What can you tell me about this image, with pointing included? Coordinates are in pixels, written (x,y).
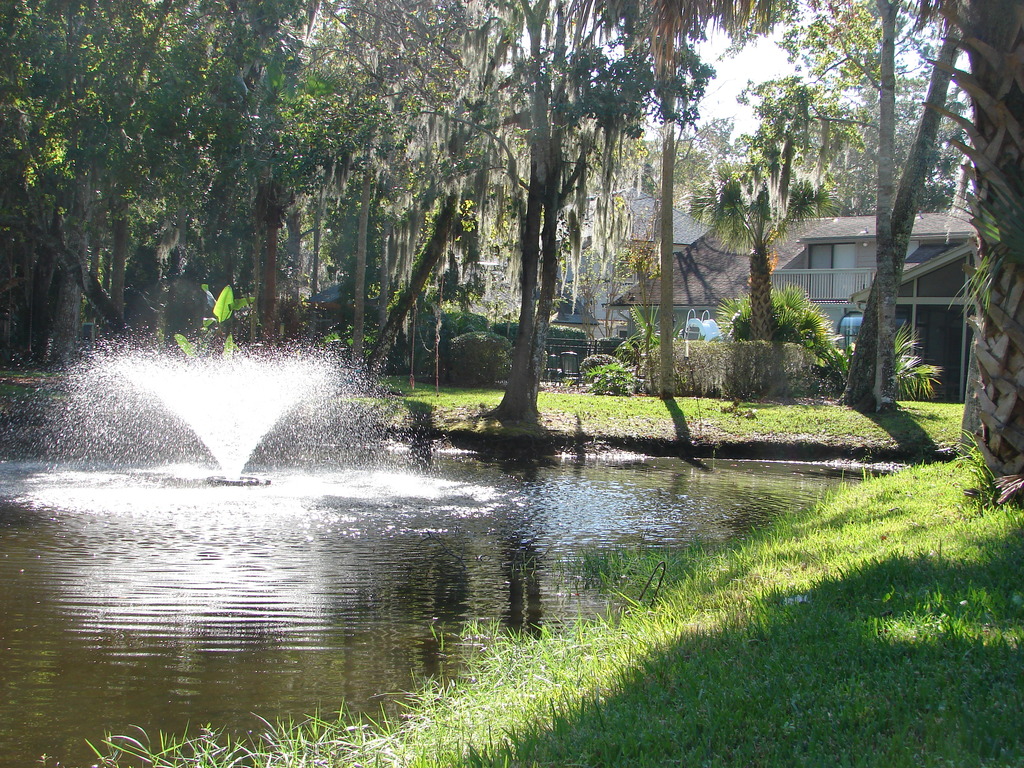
In this image there is a sprinkler (344,453) in the water (344,558), around the water (378,486) there is grass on the surface (681,447) and there are trees (387,289), in the background of the image (430,243) there are trees (666,180).
